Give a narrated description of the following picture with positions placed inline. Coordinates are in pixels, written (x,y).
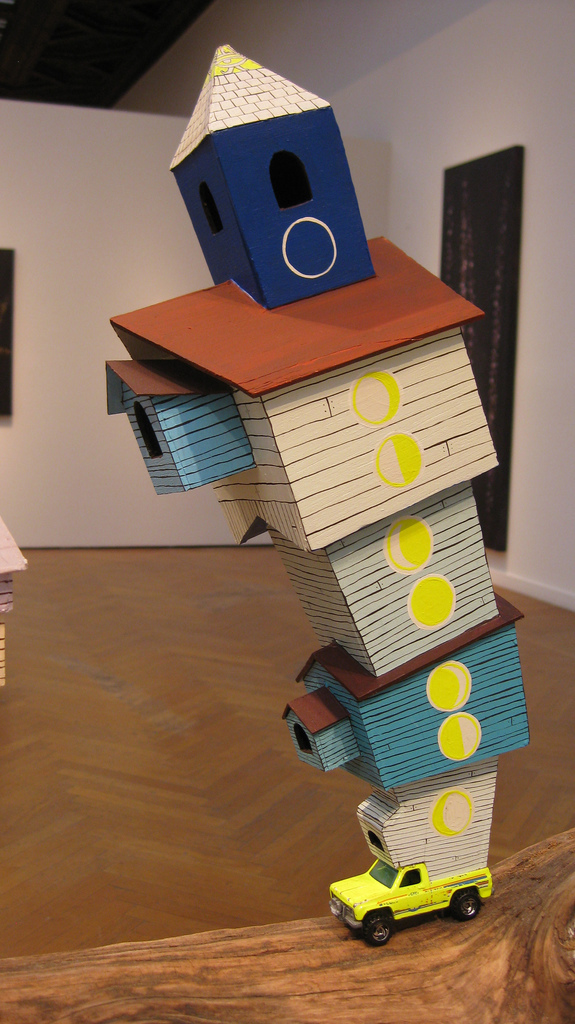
There is a toy truck (409,916) on a log (335,933) which is carrying houses (365,562). These houses (314,479) are also toys (357,565). The floor (196,824) is brown in colour and in the background (89,467) we can observe a wall (101,419).
